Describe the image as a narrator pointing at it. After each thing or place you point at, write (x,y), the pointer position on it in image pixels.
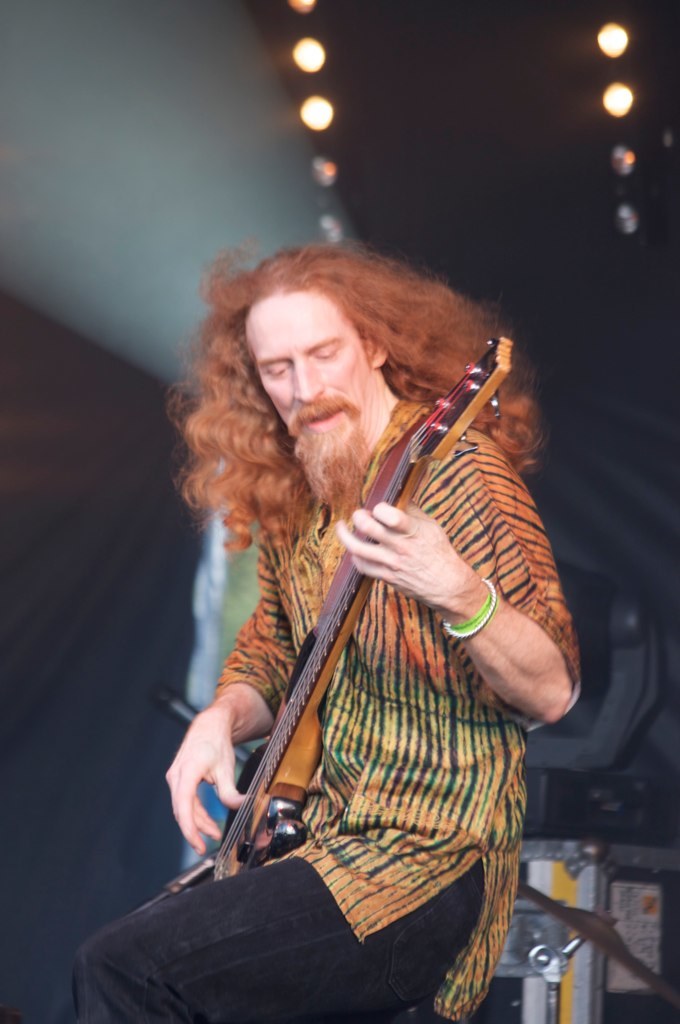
This picture shows a man (269,671) playing a guitar (300,729) in his hands (419,514), sitting on a stool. In the background (316,100) there are some lights (308,2).
